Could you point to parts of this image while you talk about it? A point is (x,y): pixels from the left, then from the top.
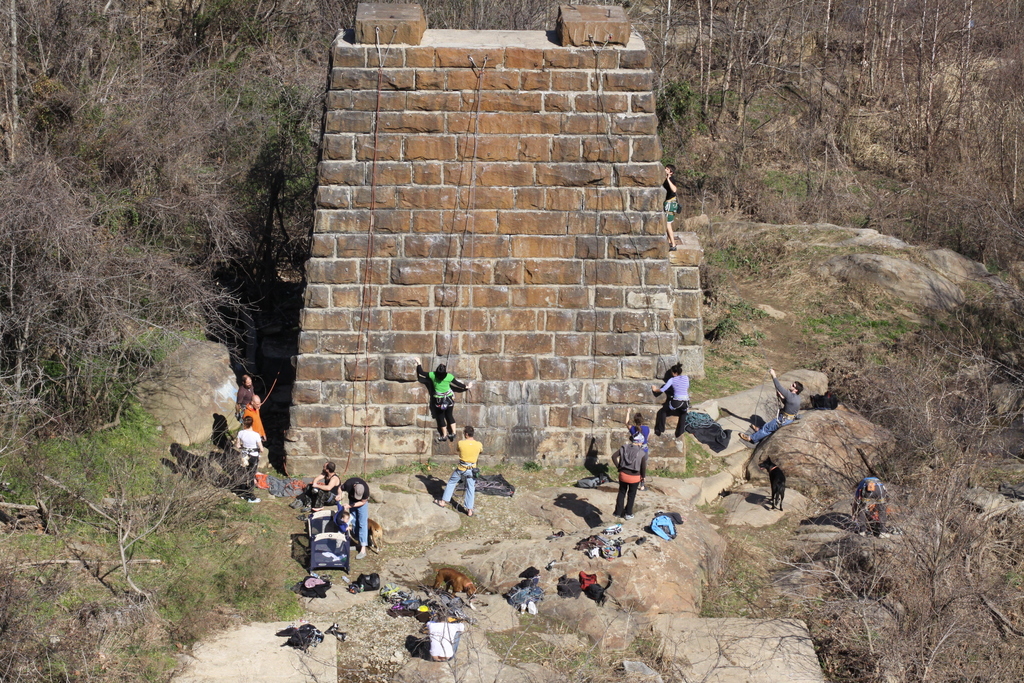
This is an outside view. In the middle of the image (580,318) there is a wall (397,247) and there are few people (327,492) standing on the ground (489,523). One person (450,394) is hanging on a rope (473,193). There are few bags (292,643) and clothes (433,605) placed on the ground (482,542). In the background (212,115) there are many trees (880,70). At the bottom (692,638) there is a rock (634,674).
